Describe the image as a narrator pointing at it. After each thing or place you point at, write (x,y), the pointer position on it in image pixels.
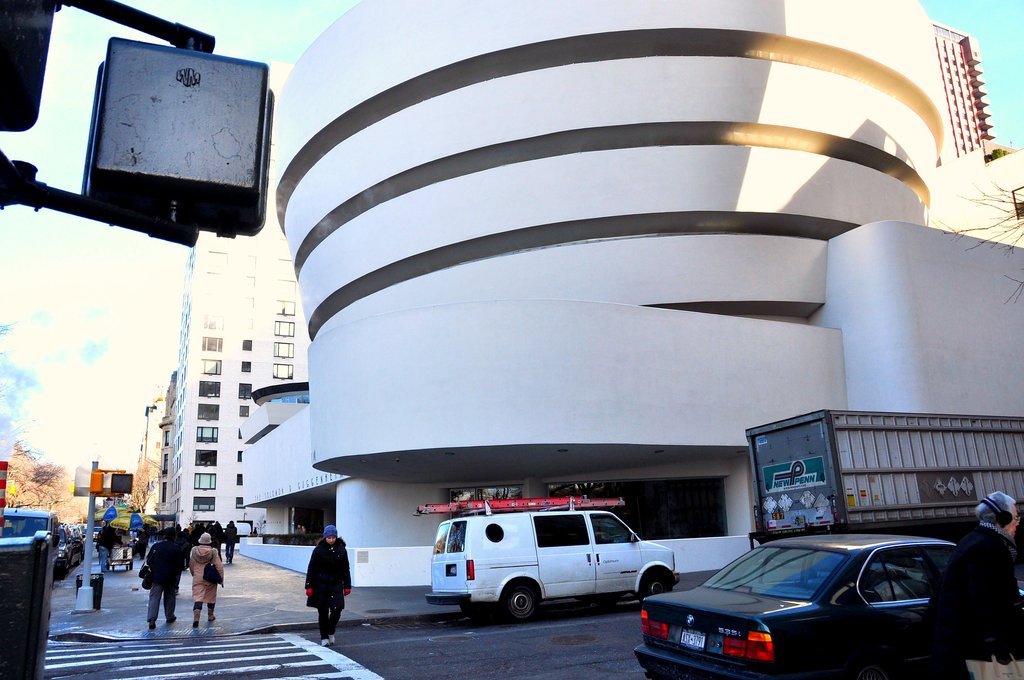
In this image there are vehicles (11,533), trees (23,463) in the left corner (11,533). There are vehicles (788,498), persons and buildings (387,47) in the right corner (945,442). There are people (319,553), vehicles (973,440), buildings (382,562) and pole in the foreground (325,571). There is a sky (317,21) at the top (58,64). And there is a road (466,670) at the bottom (391,633).
